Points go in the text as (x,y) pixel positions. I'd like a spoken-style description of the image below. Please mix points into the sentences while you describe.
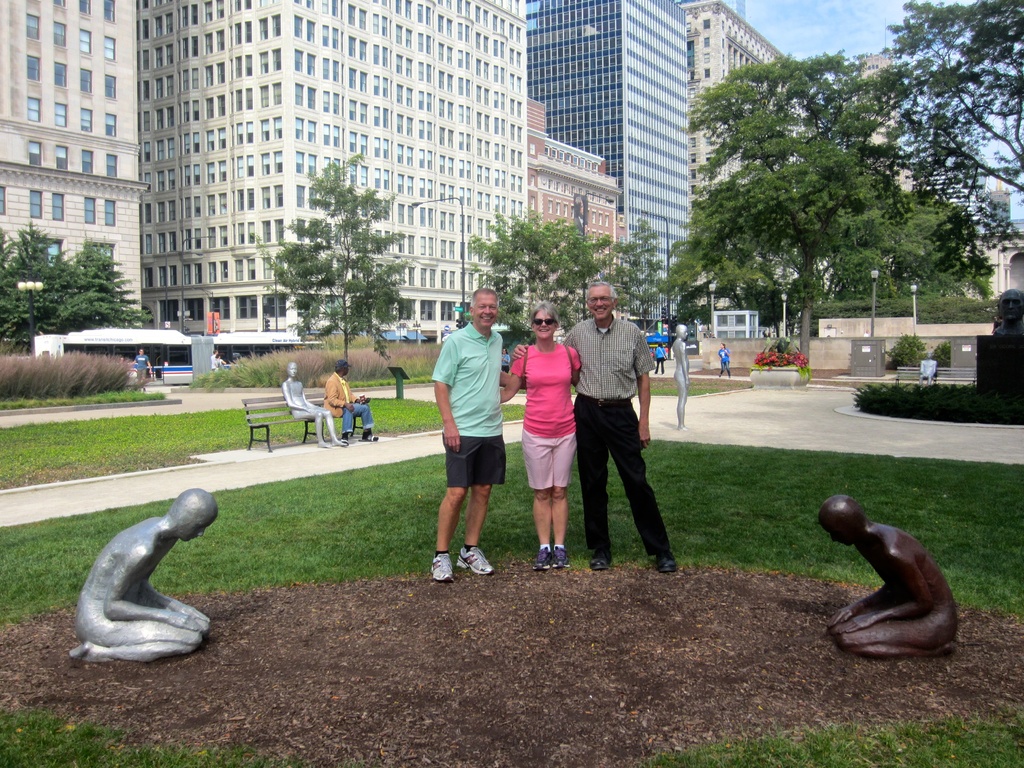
In this image there are statues (901,580). In the center of the image (633,456) there are three people (492,441) standing and having a smile on their faces (602,313). At the bottom of the image (288,516) there is grass (622,515) on the surface (658,710). There is a person (334,405) sitting on the bench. Beside him there is a statue (317,423). Behind him there are people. There are plants (105,360), trees (49,283), buildings (479,169), light poles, boards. At the top of the image (812,2) there is sky (779,5).
